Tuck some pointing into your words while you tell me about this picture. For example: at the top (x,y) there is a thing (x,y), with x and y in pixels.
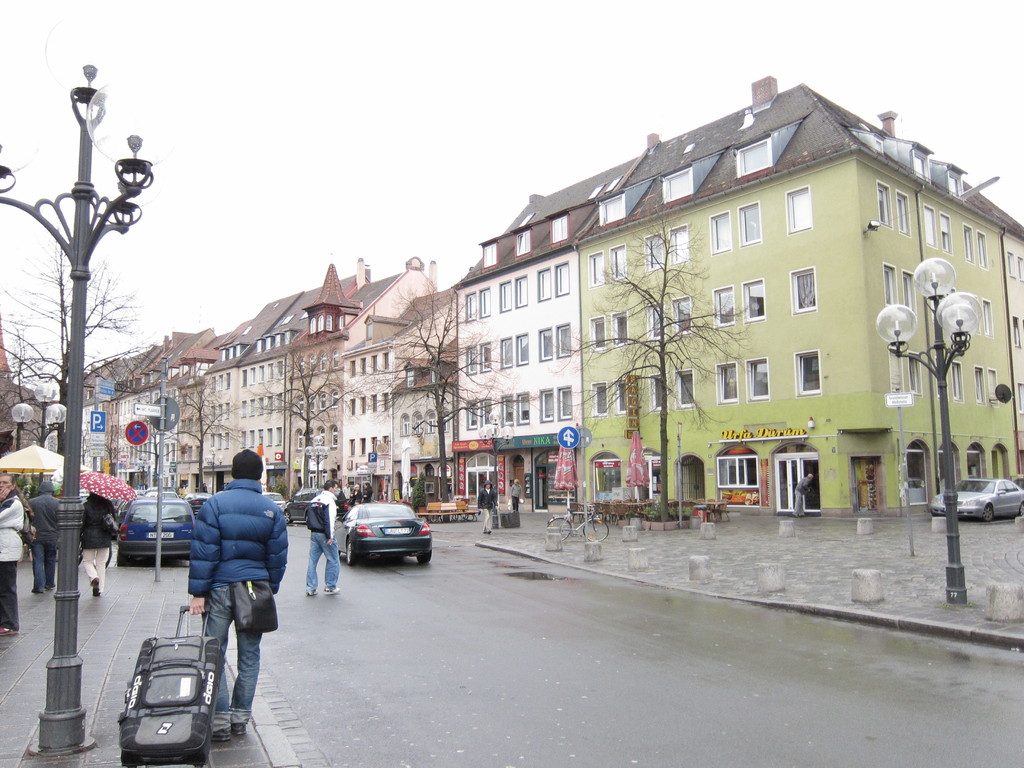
In this image there are few persons (96,501) walking on the pavement (862,543). Few street lights (71,479) and trees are on the pavement (96,651). Left side (209,538) there is a person (265,523) wearing a blue jacket (229,528) is carrying a bag (259,600) and he is holding a bag (170,697). He is standing on the pavement (232,686). Few persons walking on the pavement (92,701) are holding umbrellas (48,468). Few vehicles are on the road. Right side (1009,494) there is a car (959,516) on the pavement (969,539). There is a bicycle (573,518) on the pavement (713,548). Background (707,338) there are few buildings (490,303). Top of the image (489,125) there is sky (456,117).
